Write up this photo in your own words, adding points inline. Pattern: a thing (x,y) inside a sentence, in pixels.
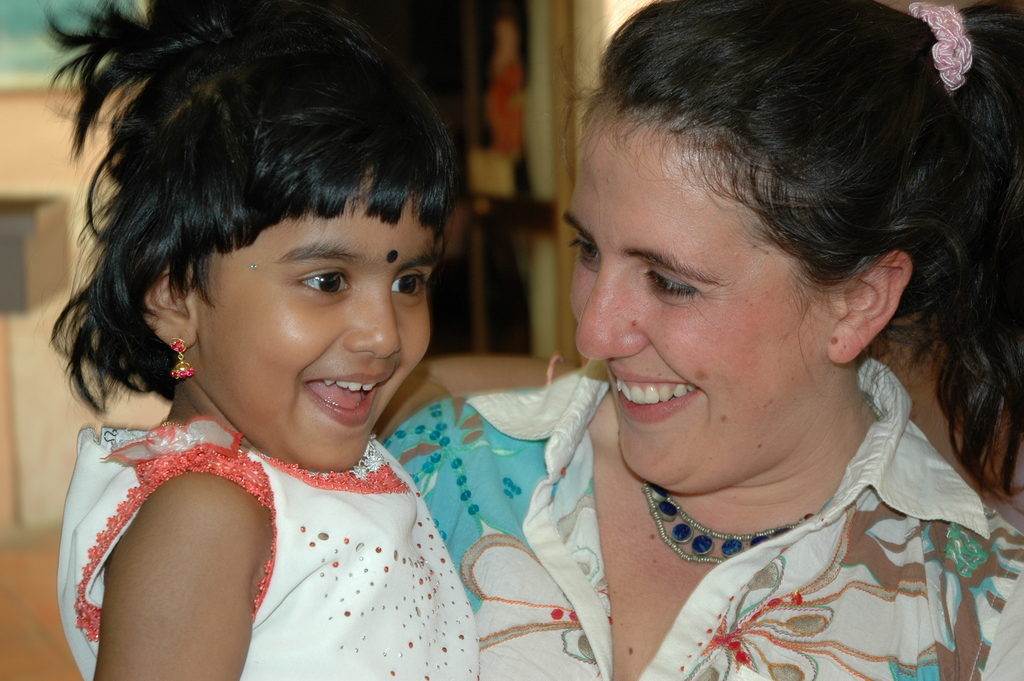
In this image, I can see a woman (759,517) and a girl (350,365) smiling. There is a blurred background (475,39).
